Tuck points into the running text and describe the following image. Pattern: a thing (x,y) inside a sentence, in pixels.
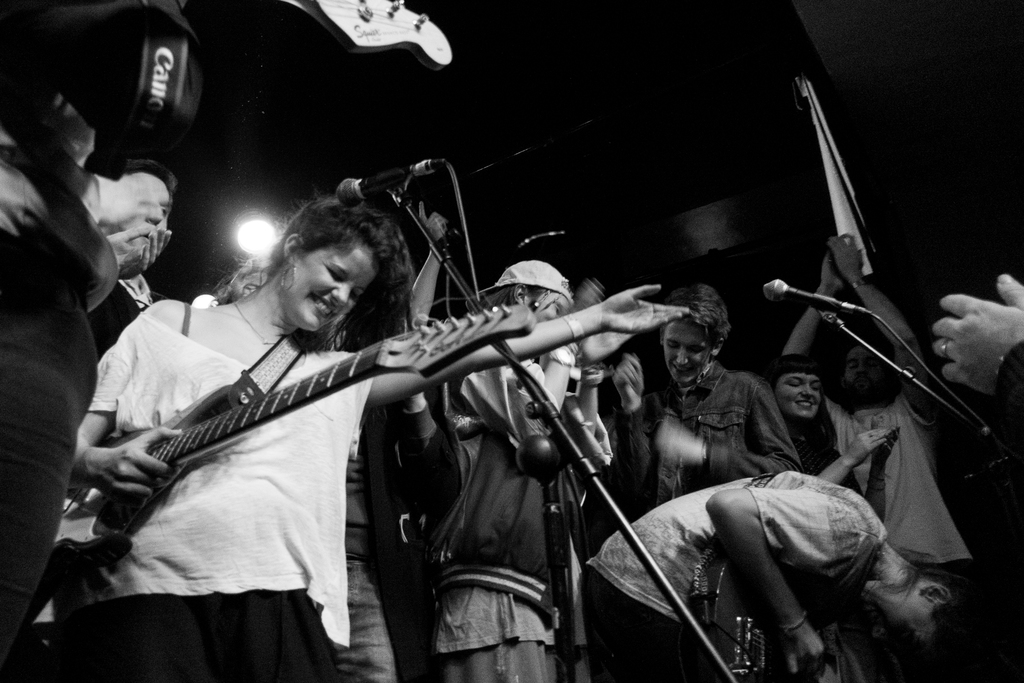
This picture is in black and white. In the center (549,439), there is a mike (408,175). Before it, there is a woman (199,667) holding a guitar (261,402). Towards the right (872,351), there is another mike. In the center (556,314), there are people (501,453) and the background (215,33) is dark.
